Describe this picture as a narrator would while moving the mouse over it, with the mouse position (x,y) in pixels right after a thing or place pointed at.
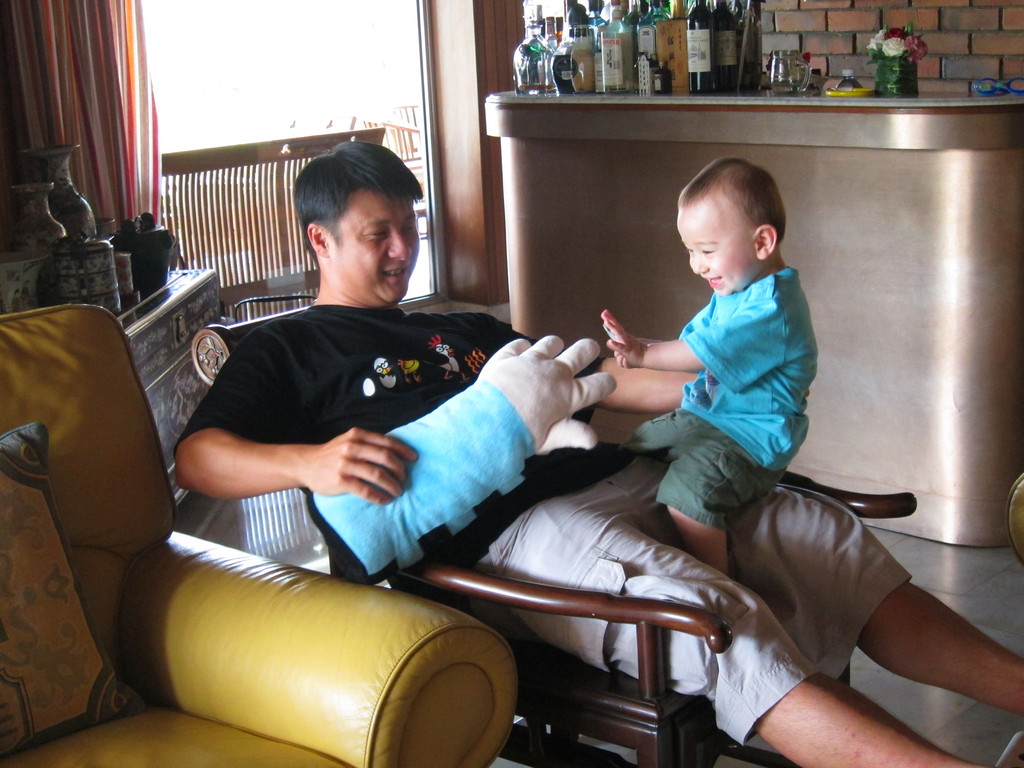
This picture is taken in a room (427,237). The person (963,628) was sitting in a chair (453,579) besides the sofa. the person (421,390) is wearing a black shirt (449,389) with cream shorts (645,571) and he is playing with the kid (719,538) who is sitting on his lap (577,492). The kid (641,357) is wearing a blue shirt (762,344) and green shorts (672,427) besides them there is a table (635,216) and bottles (527,86) and flower vase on it. In the background (963,69) there is a brick wall (827,21). To the left corner (39,148) there is a curtain (115,143) and desk (158,311) and some jars (147,272) are on it.
